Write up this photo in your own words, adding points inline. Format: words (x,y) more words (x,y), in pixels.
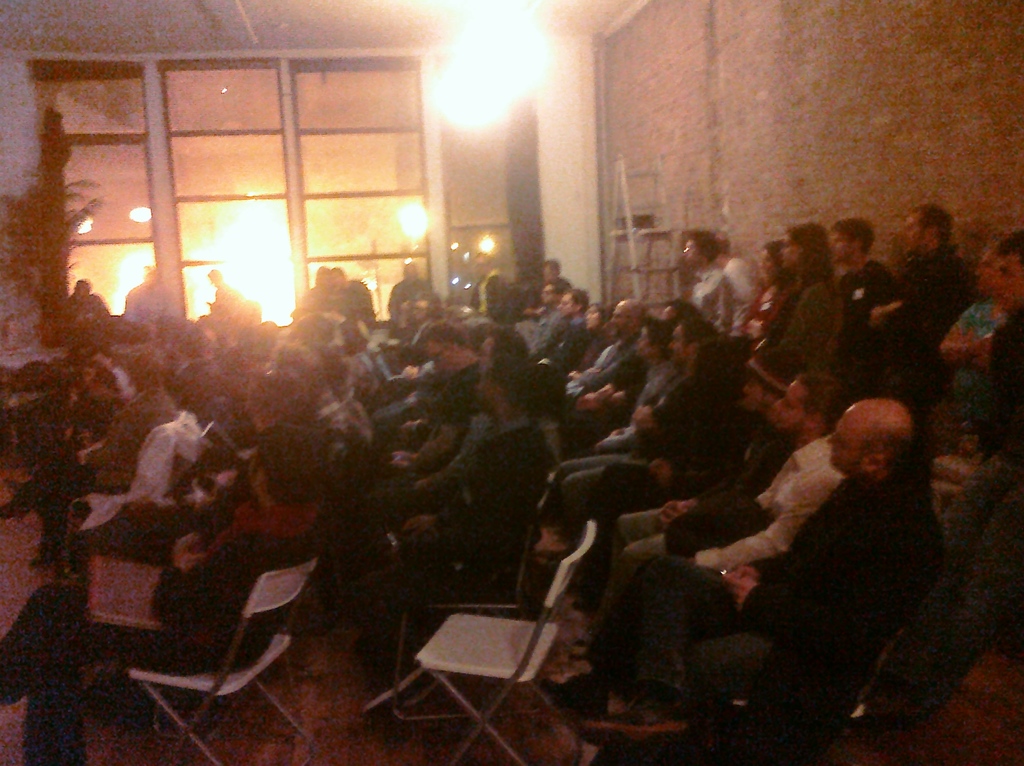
In the foreground of the picture (392,409) there are people (518,400) sitting in chair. On the right (797,280) there are few people (771,292) standing and there is a ladder (631,256). At the top (459,112) there is a light (456,117). In the background (190,181) there are windows (338,127), outside the windows (319,207) there are lights (419,216).
